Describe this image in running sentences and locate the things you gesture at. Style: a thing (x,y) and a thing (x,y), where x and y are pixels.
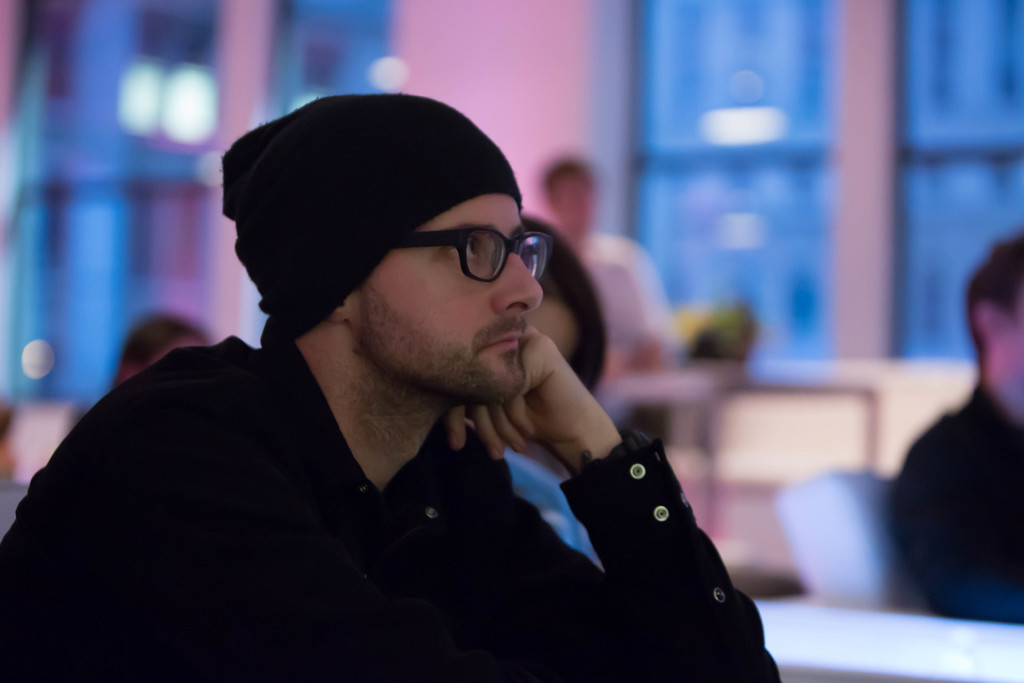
This picture is of inside. On the left (327,400) there is a man (362,557) wearing black color shirt (306,531) and seems to be sitting. On the right (990,457) there is a man (968,510) sitting on the chair (854,545). In the background (582,177) there is a person (623,280) sitting on the chair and there is a table (699,370) on the top of which some item (735,333) is placed and there are two windows (719,60) and through the window (120,84) we can see the buildings (717,81).
